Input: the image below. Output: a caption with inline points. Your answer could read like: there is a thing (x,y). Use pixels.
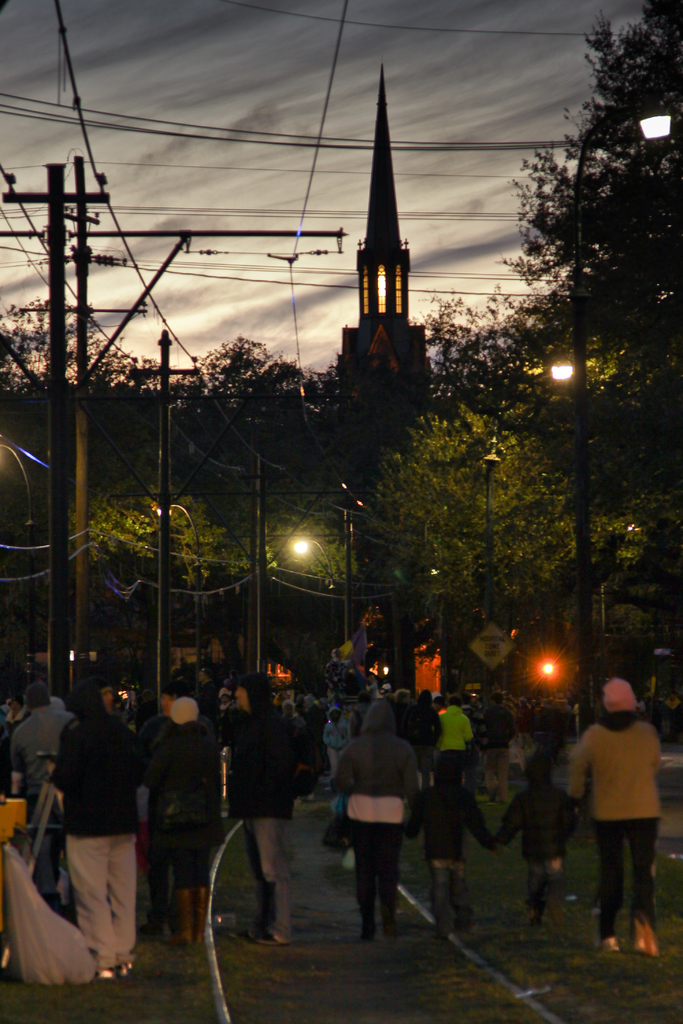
In this image I can see there are few standing, few people (252,821) walking on the road (378,1006), in the middle (261,473) there are power line cables (300,231), light pole (588,508), tower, trees (390,552) visible, at the top (247,201) there is the sky (256,203).
